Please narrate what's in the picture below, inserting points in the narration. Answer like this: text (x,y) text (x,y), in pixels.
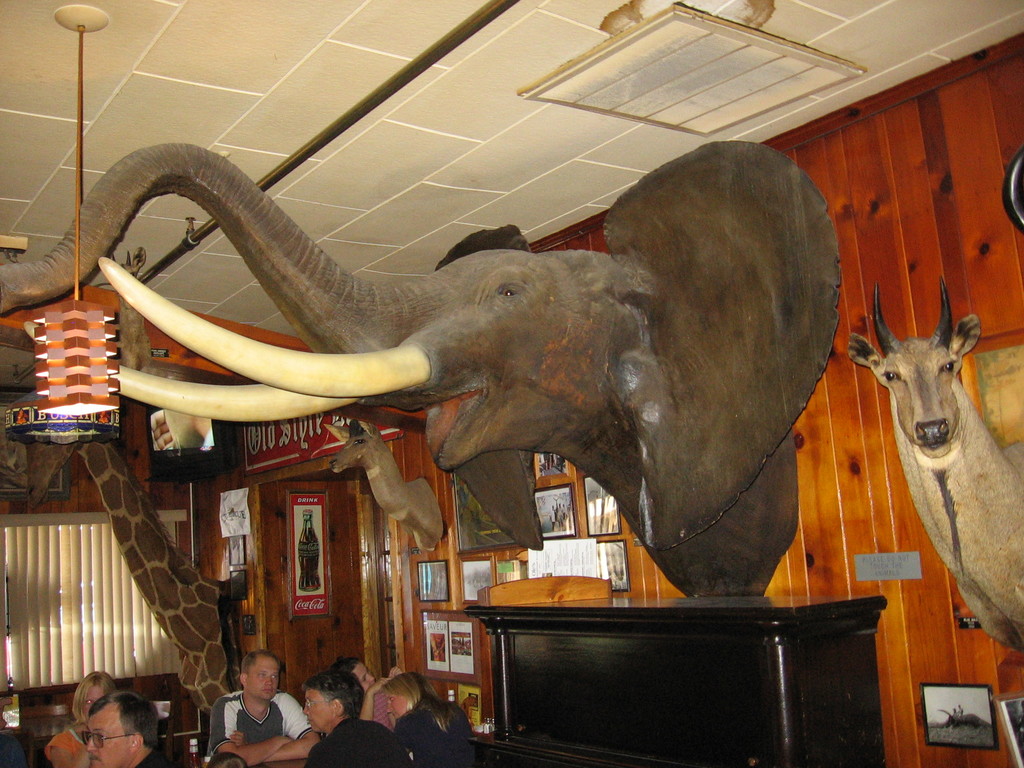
In this image, we can see animal statues (104,455), photo frames (1014,394) are on the wall (857,460). At the bottom of the image (444,763), we can see a group of people (270,738) are sitting. Here we can see window shades (89,566), light (97,381), television (206,454) and few things (583,751). Top of the image (527,159), we can see the ceiling (560,136) and rod (354,117).
